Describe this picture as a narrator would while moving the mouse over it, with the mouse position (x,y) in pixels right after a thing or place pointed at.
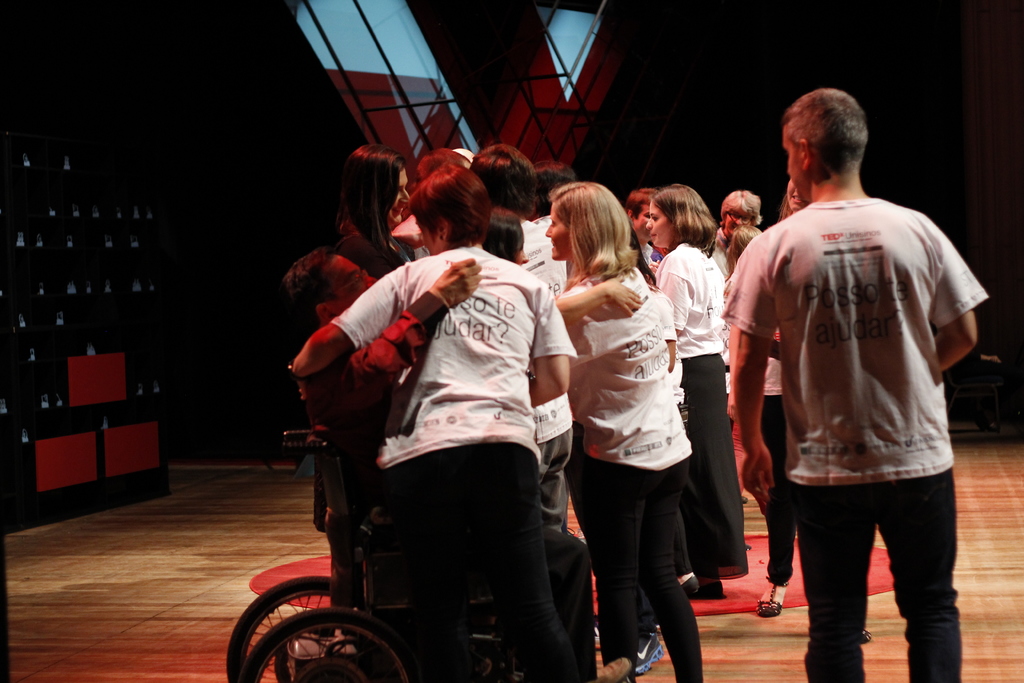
This picture describes about group of people (557,388), few are standing and a man (419,331) is seated on the wheel chair (364,599).
